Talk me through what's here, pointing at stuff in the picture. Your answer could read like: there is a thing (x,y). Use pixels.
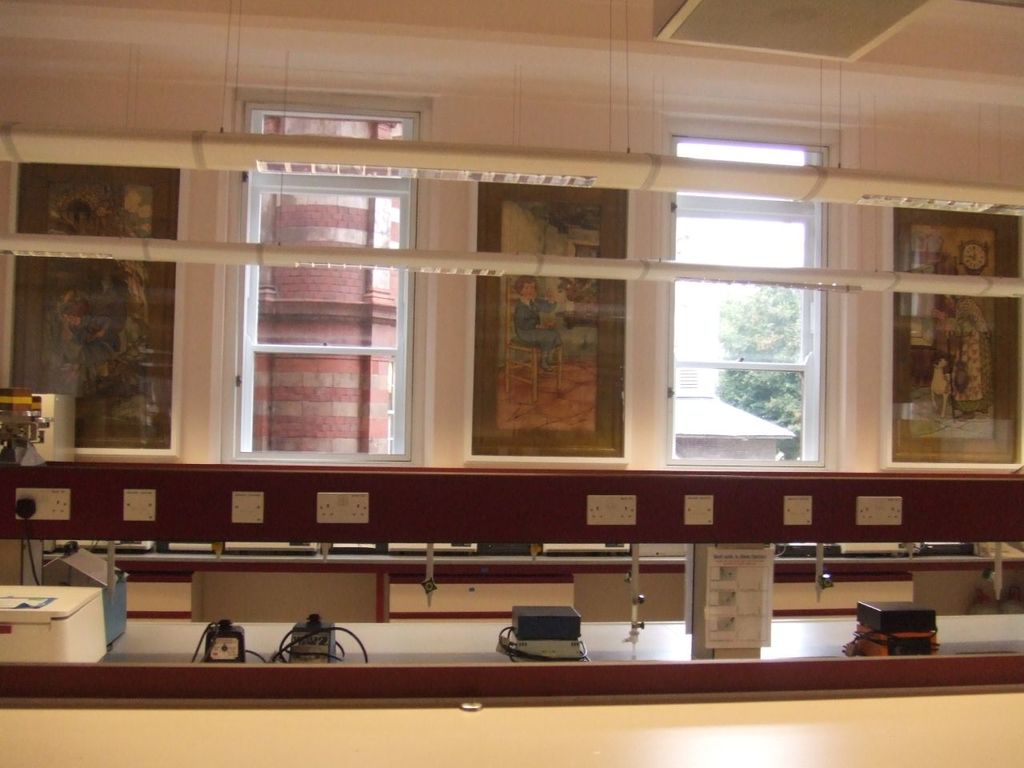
In this image we can see some devices (563,650) which are placed on the surface (802,643). We can also see the switchboards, frames (567,279) on a wall (295,86), windows (289,459) and a roof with some ceiling lights (377,158). On the backside (772,343) we can see some trees (730,386).
